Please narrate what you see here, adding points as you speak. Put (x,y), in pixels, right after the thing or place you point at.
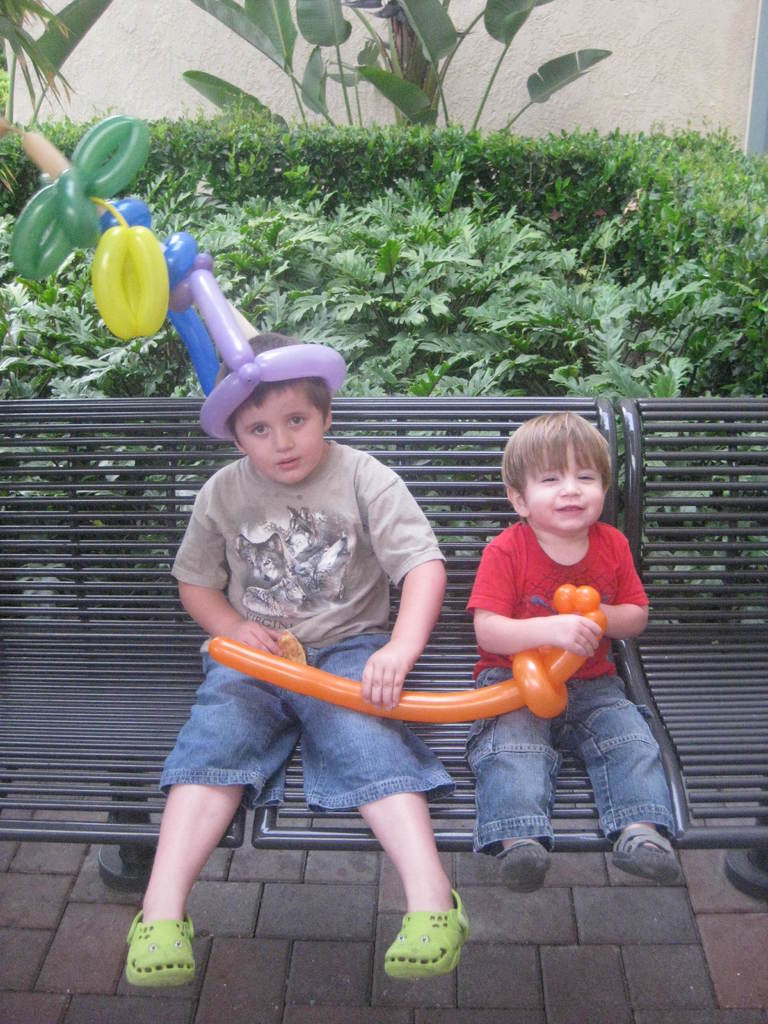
There is boy (429,608) and kid (474,608) sitting on the bench (470,687) and holding a balloon (453,710). The kid (547,604) wore a colorful red t-shirt (546,583) and jeans (613,733) and he is also smiling. The boy (376,518) wore a T-shirt (358,568) and shorts (347,676). There is a wolf picture (318,603) on his T-shirt (276,573). He wore a balloon (209,420) on his head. There are many balloons (147,280) just behind him. In the background (167,184) there is wall (456,68) and plants (401,270).
